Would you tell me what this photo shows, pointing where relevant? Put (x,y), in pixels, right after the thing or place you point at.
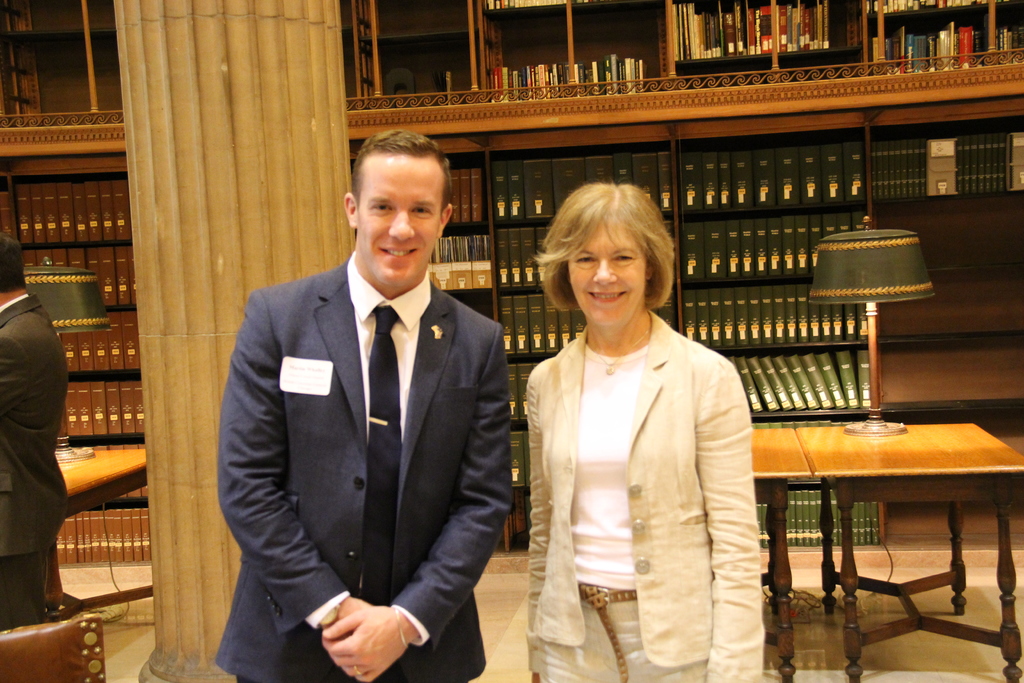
In the center (496,324) we can see two persons (408,487) were standing and they were smiling. In the background (601,168) there is a wood wall (907,84), table (929,494), lamp (837,265) and books (684,250).
